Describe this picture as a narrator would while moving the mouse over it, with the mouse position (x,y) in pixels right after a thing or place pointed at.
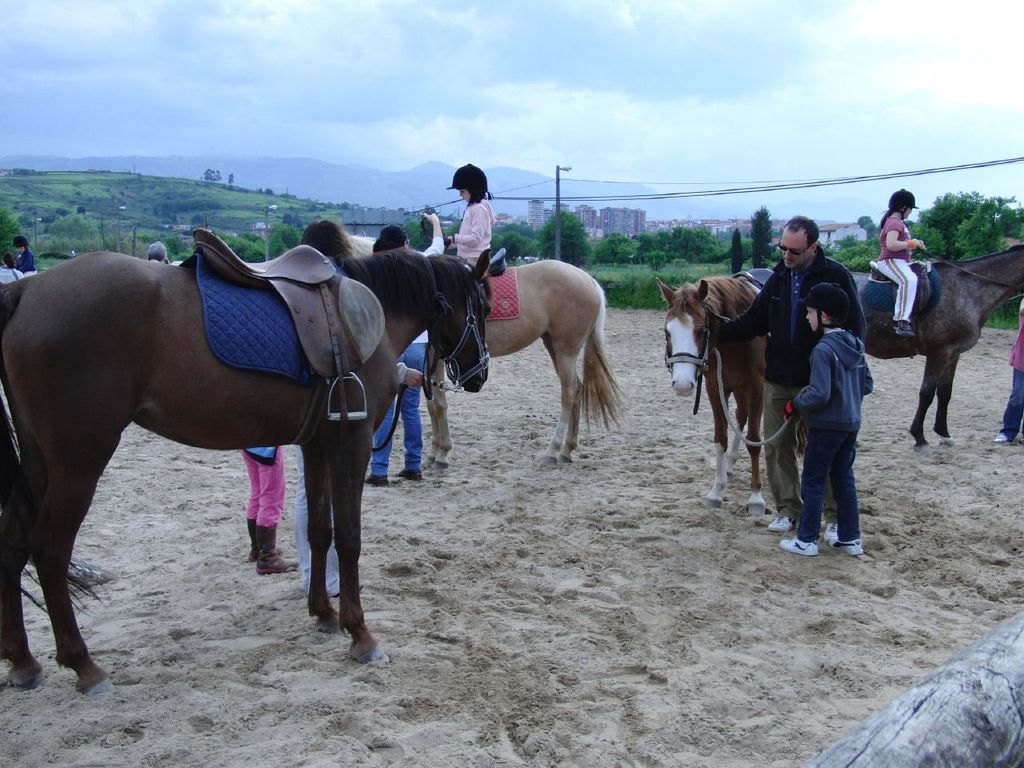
In this image there are horses (188,416) on a sandy land (738,596), few people (889,245) are sitting on horses (917,344) and few are standing, in the background (515,230) there are trees (735,239), poles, mountains (233,201) and the sky (686,72).
